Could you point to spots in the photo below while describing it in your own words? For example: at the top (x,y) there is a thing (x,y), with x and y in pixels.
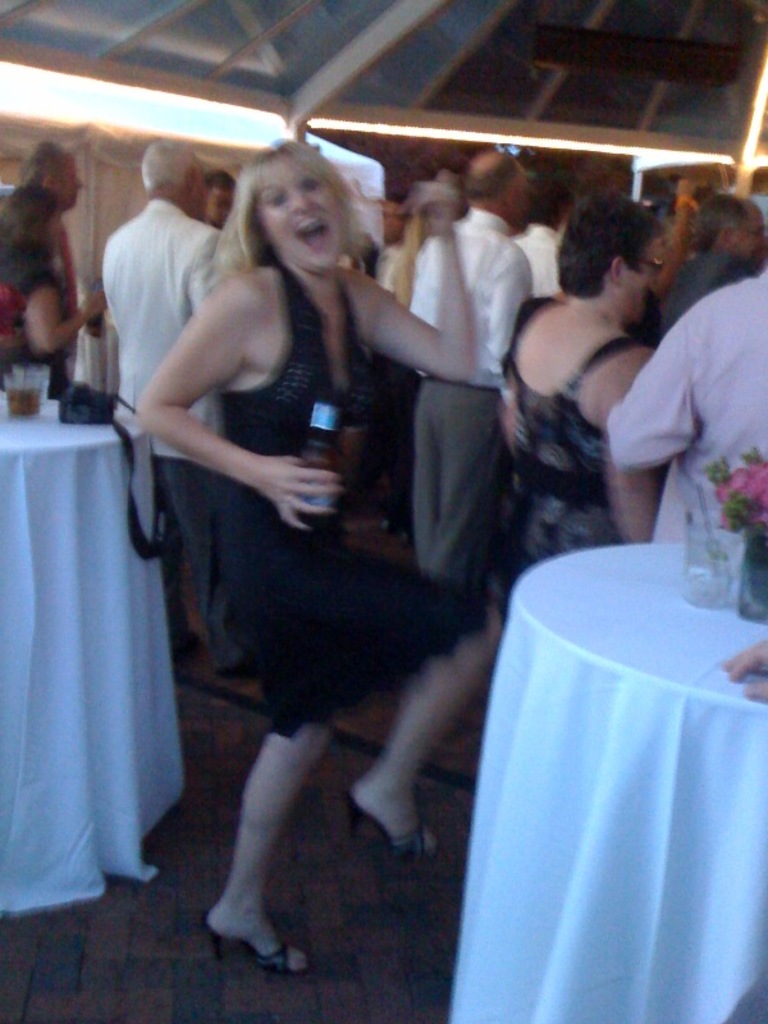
In this picture I can see there is a woman (344,288) dancing and she is holding a beer bottle (311,496), she is wearing a black dress (308,604) and there few people (426,295) standing in the backdrop (591,510) and there are two tables (670,659) at left (28,428) and right. There are few flowers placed on the table (548,574).
